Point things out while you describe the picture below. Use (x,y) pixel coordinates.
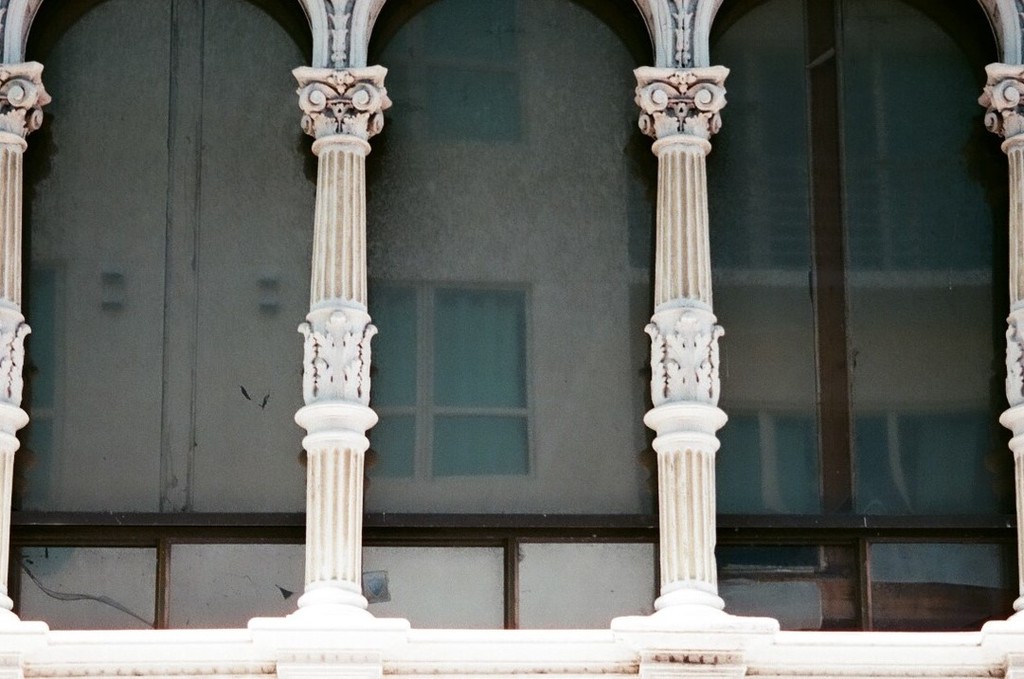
This image consists of a building (430,391). It has windows (395,367) and pillars (356,336).
